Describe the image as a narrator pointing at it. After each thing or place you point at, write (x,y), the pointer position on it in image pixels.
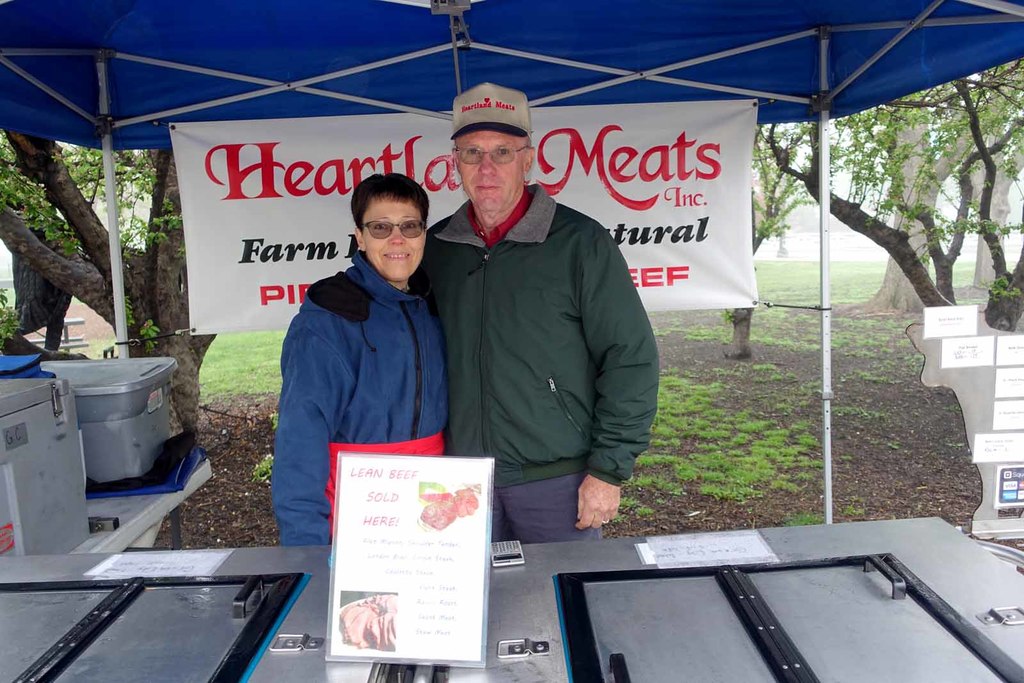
In the foreground of the image (458,591) we can see a board (467,561) with some pictures (438,528) and text (455,610) placed on a surface (520,569) containing a door (706,603) and a device (507,552) on it. In the center of the image (548,327) we can see two persons (546,333) wearing spectacles (486,159). To the left side of the image (166,430) we can see containers (147,468) placed on the table (154,526). In the background (263,263), we can see a banner (271,237) with some text (240,196), tent (260,2) and group of trees (852,220).
